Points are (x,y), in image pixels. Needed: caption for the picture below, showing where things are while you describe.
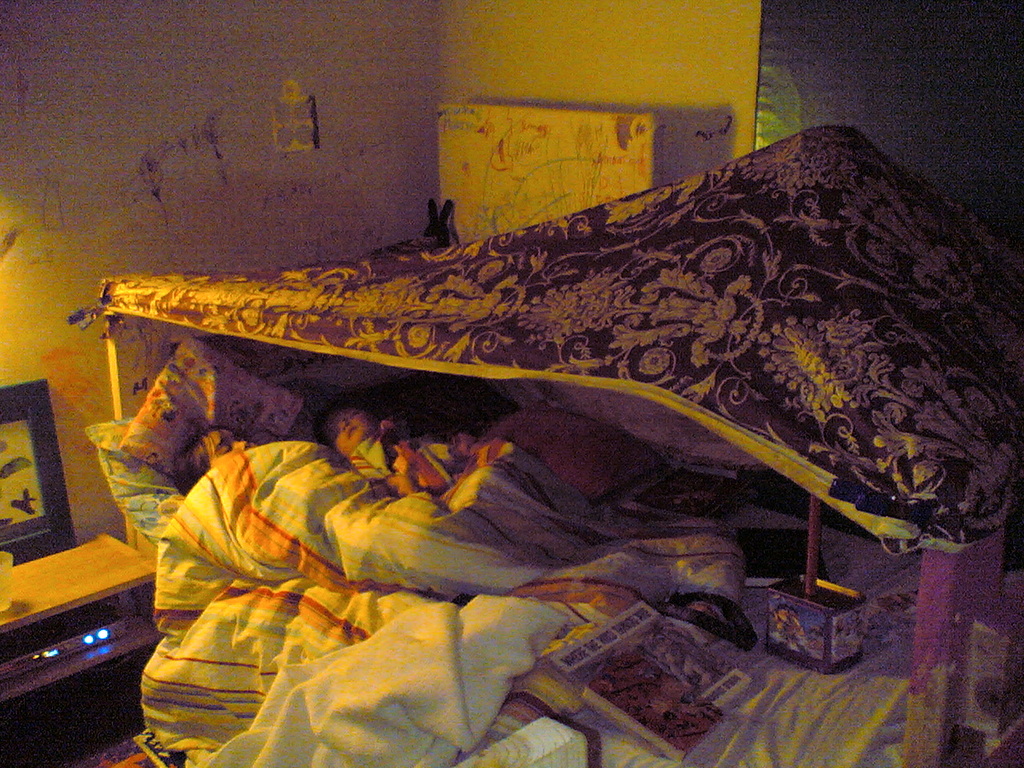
In this picture we can see a room (442,348) with bed (494,614) and on bed (433,610) we have two children's (395,477) with bed sheets (486,511) on them and beside to them we have pillows (185,400), books (692,703), box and frame (27,438), glass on table (50,607) and in background (153,147) we can see wall (342,148).
